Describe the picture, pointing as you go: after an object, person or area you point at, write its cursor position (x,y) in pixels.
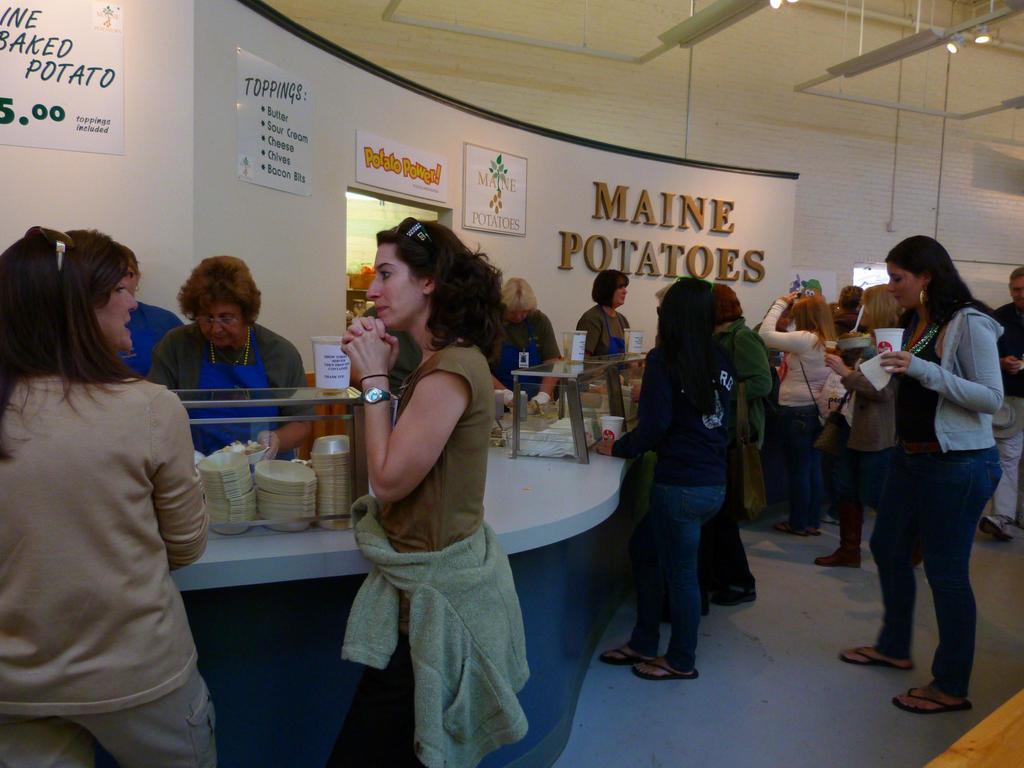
In this image we can see some group of persons (699,475) standing and having some food items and in the background of the image (268,443) there are some lady persons (221,407) standing behind the counter (281,542), there are some boards (91,119), paintings (254,144) attached to the wall (325,239).
